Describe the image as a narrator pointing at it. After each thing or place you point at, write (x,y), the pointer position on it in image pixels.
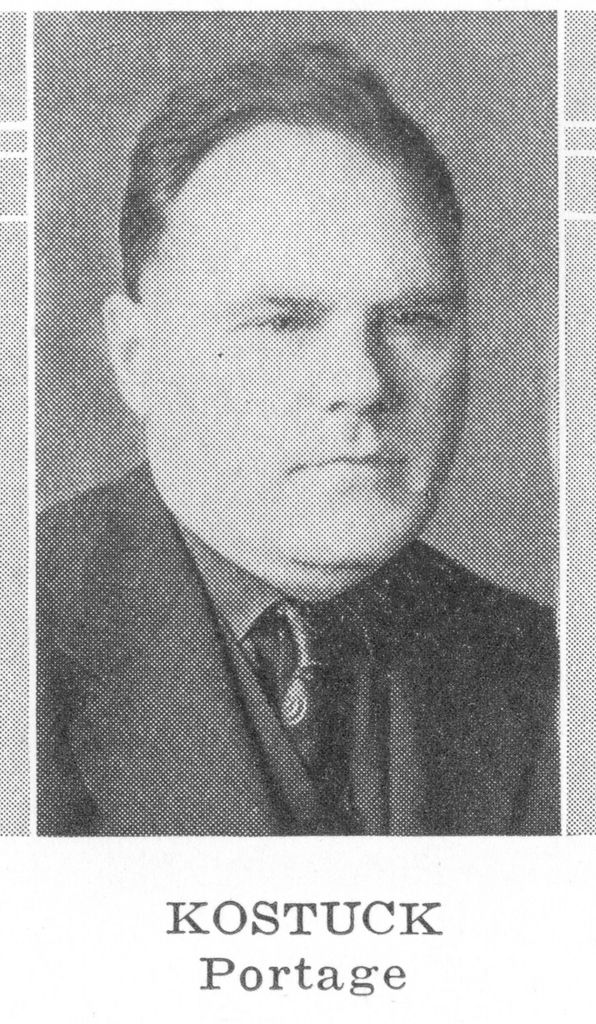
In this picture I can see picture of a man (359,362) and text (276,988) at the bottom of the picture (170,918).
